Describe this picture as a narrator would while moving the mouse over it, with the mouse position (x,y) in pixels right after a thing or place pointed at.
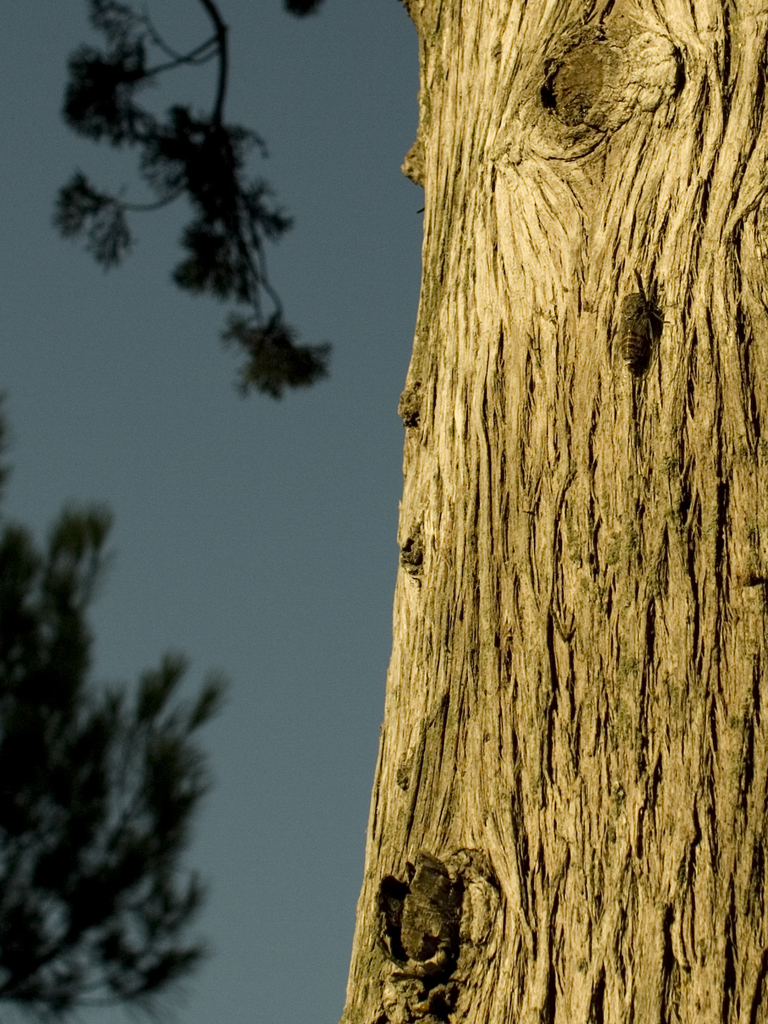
In this image there is a tree trunk (640,660). Left side (164,763) there are few branches (33,910) having leaves (293,351). Background (311,105) there is sky (333,660).
